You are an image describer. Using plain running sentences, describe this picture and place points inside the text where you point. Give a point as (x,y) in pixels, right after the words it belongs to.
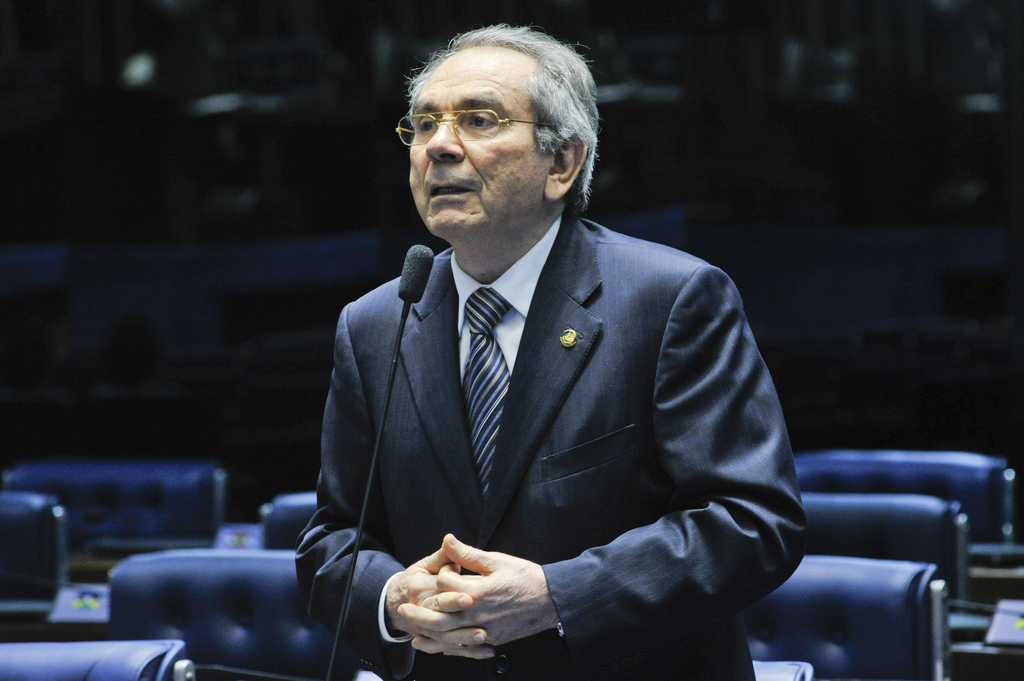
In this picture we can see an old man (306,542) standing in front of a mike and looking at someone. In the background (249,656) we can see many chairs (291,593).
